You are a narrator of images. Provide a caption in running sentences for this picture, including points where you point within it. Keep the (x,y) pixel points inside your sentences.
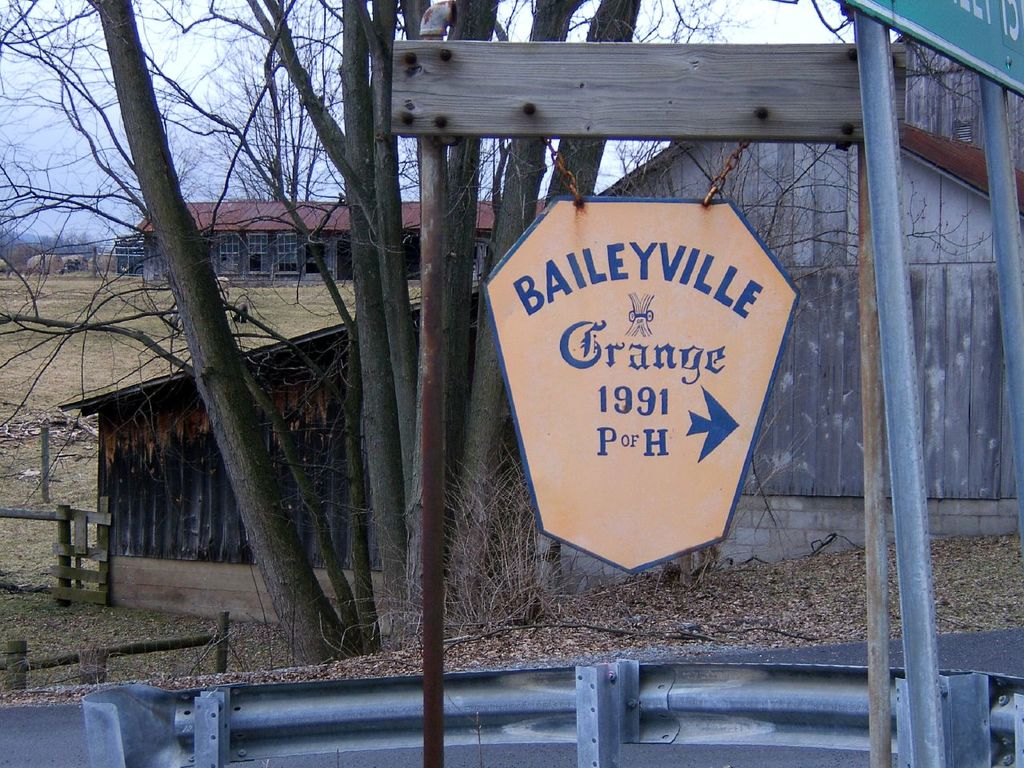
In this picture I can see boards (658,294) with the poles (862,162), those are looking like sheds (487,213), there are trees (69,69), and in the background (727,9) there is sky (772,8).
